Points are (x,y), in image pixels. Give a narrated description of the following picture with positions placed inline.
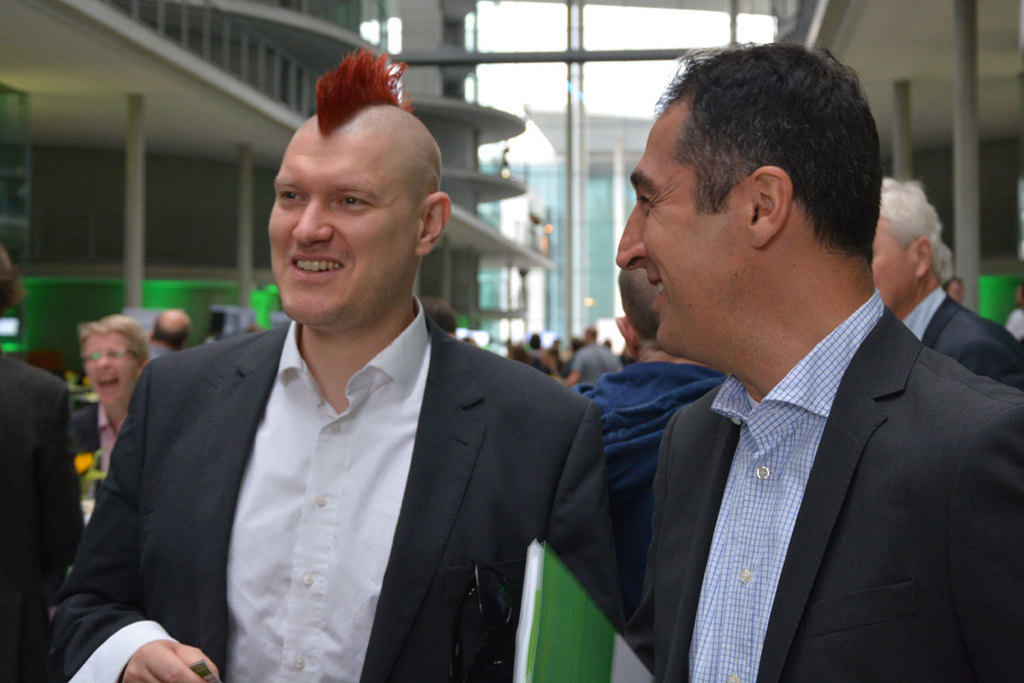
This image is taken indoors. In the middle of the image (498,423) there are two men (350,442) with smiling faces (301,285). In the background (111,363) there are many people (899,277) and there are a few buildings (621,123).
